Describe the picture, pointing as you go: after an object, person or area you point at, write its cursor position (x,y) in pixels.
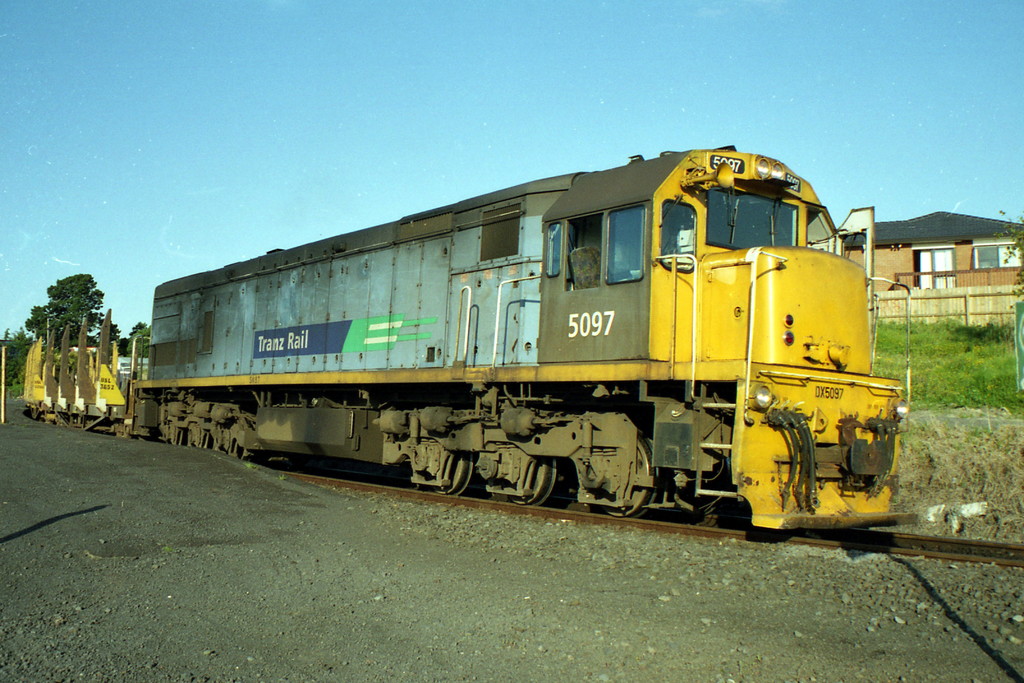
In this image we can see a train (294,410) on the track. On the train (500,403) we can see some text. Beside the track (359,486) we can see the stones (855,574). On the right side (998,368), we can see the grass (969,379) and a house (916,265). On the left side (13,362), we can see the trees (59,331). At the top (564,155) we can see the sky (377,123).
